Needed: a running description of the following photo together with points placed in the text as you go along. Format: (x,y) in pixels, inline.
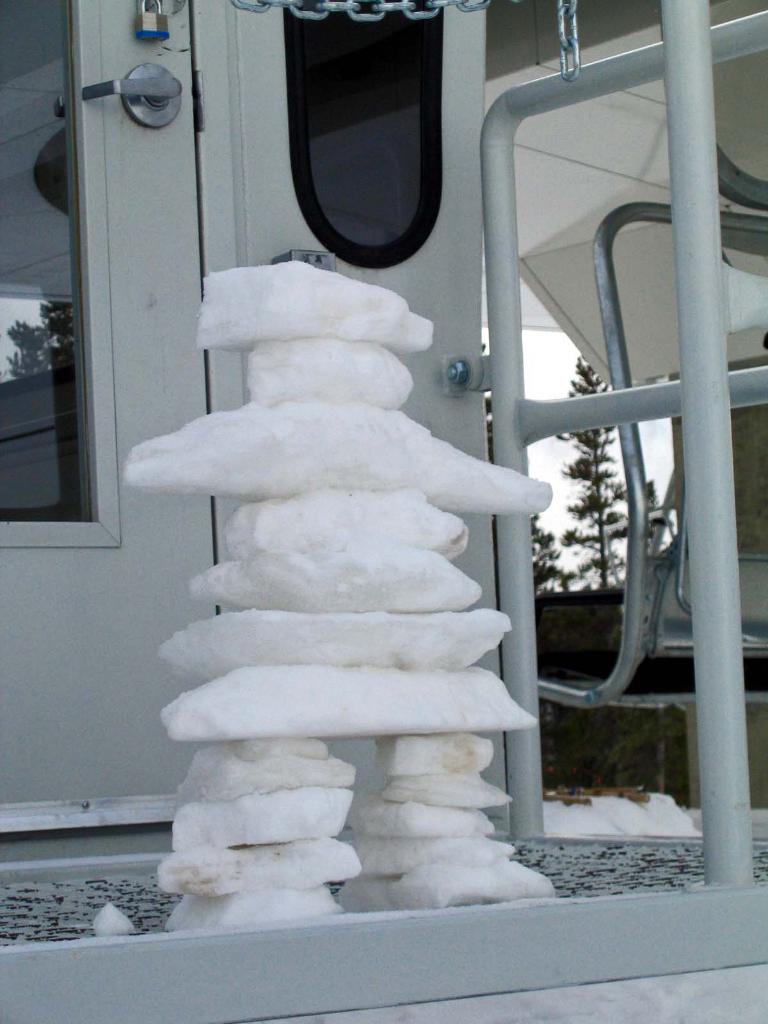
In this image we can see snow chunks (384,524) arranged into a structure (315,583). In the background (144,95) we can see lock (141,21), door (149,204) with a handle (133,98), chain (373,13), grill (598,72), trees (605,511), floor (602,865) and sky (539,341).
